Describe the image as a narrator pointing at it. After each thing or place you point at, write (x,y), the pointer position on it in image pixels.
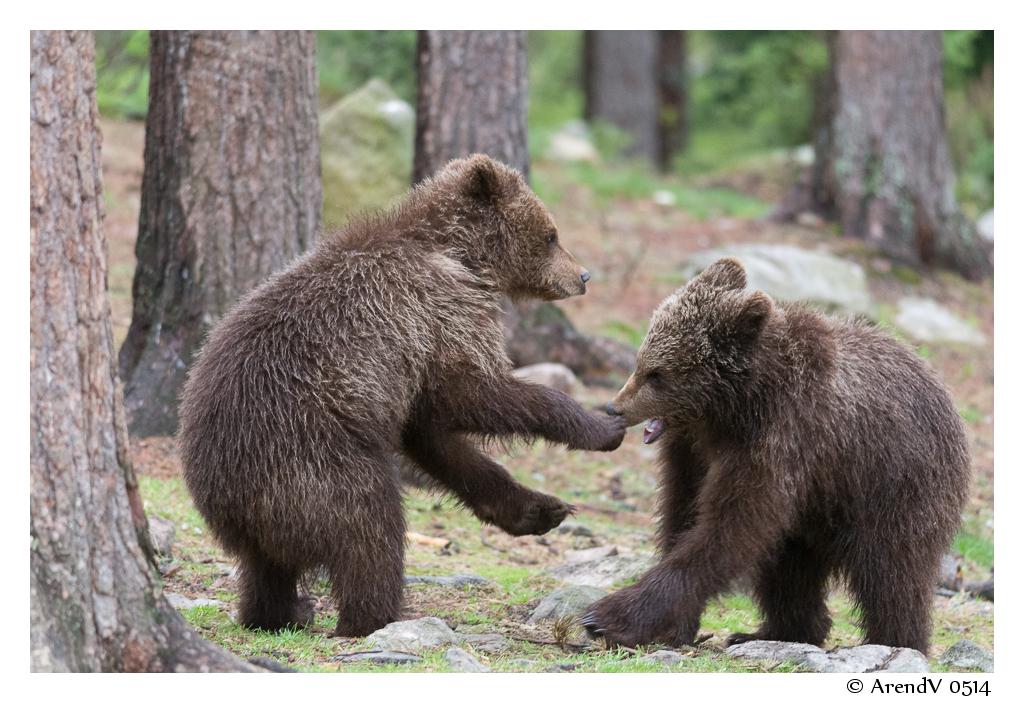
In this image I can see an open grass ground (600,262) and on it I can see number of stones (529,382) and two brown colour bears (404,400). I can also see number of trees (418,146) and I can see this image is little bit blurry. On the right side of the image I can see a watermark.
